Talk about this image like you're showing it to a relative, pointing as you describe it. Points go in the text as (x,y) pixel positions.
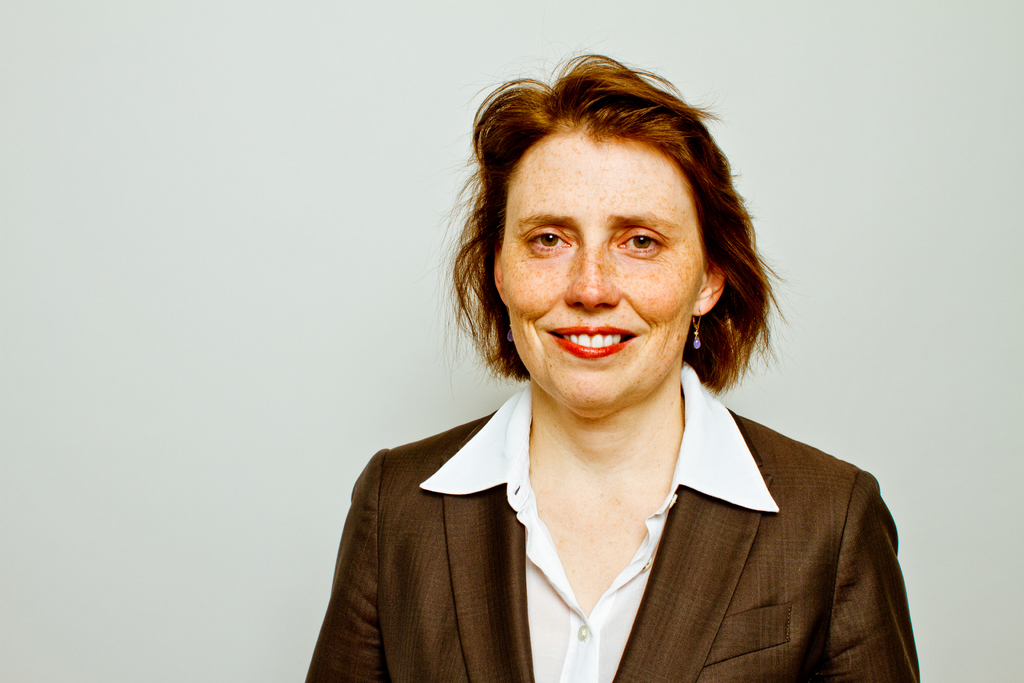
In this picture there is a woman (554,498) who is wearing shirt (628,626), blazer (659,600) and earrings (695,342). She is smiling. In the back (967,446) there is a wall (967,446).
